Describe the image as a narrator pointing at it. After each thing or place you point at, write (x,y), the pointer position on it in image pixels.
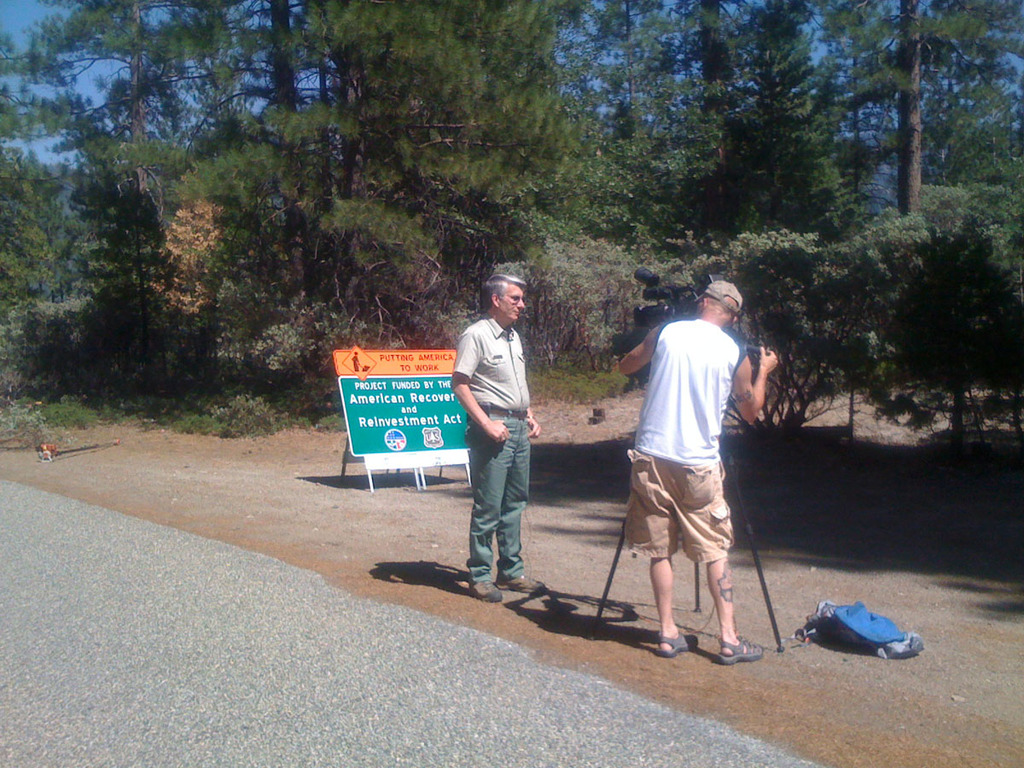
In the picture a person (666,360) is shooting the image of a man (490,460) standing in front of the camera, behind the man (487,485) there is a board (372,430) and there is a bright sunshine (331,462) falling on the ground (272,526) and in the background (186,199) there are plenty of trees (449,118) and sky (0,18).
